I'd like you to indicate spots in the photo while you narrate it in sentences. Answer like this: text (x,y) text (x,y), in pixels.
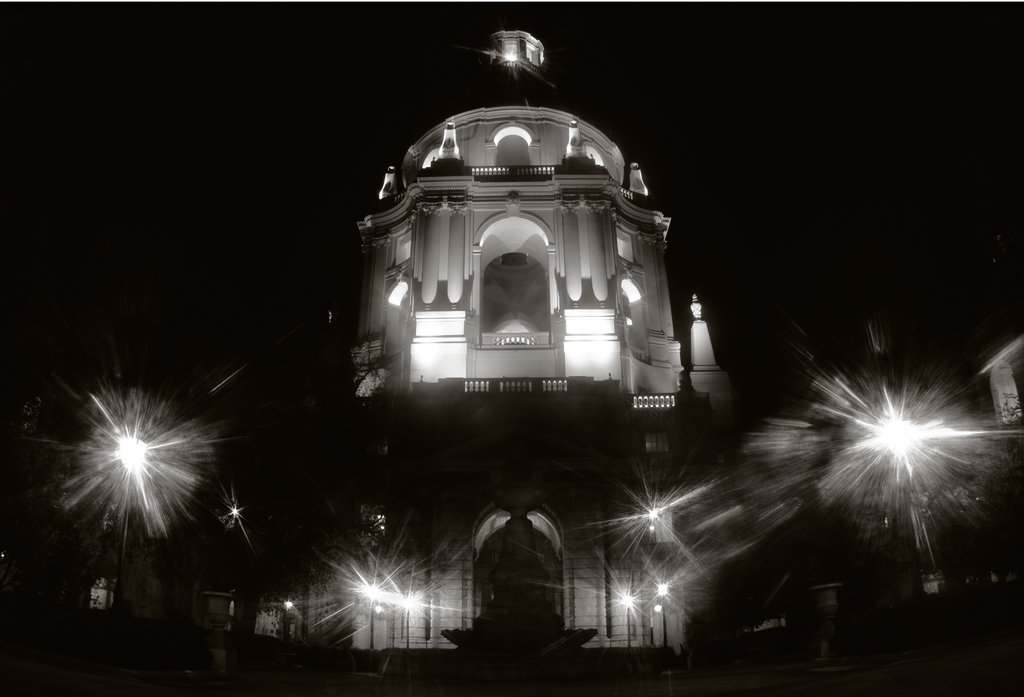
In this image we can see a building (423,415), lights (185,472) and other objects (34,415). In the background of the image (54,290) there is a black background (936,161).
